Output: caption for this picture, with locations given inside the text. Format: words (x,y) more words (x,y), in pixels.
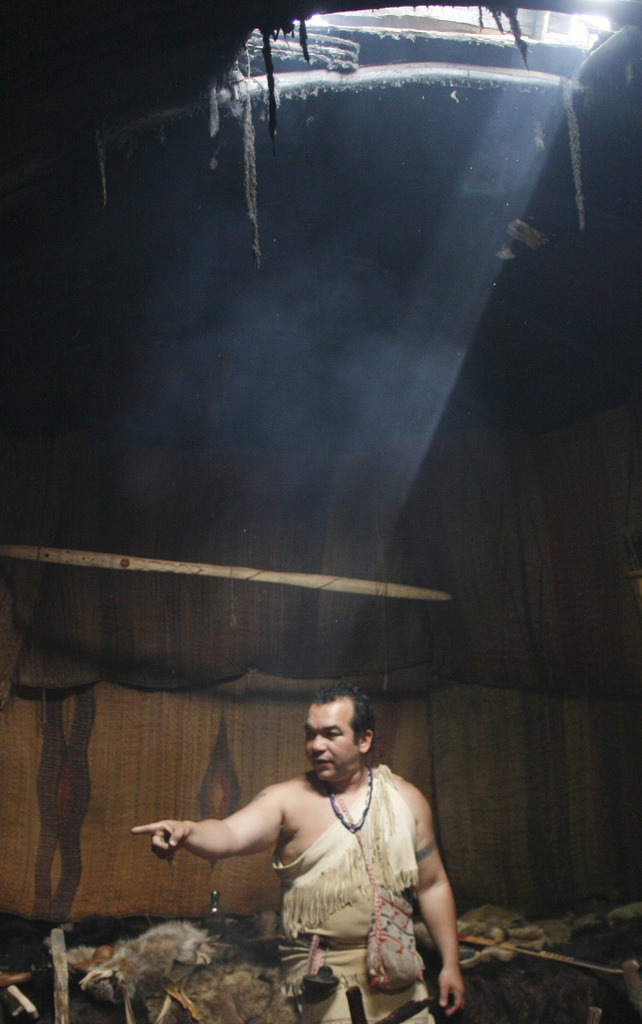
In this picture I can see a man (343,880) standing and it looks like a tent (356,217).
